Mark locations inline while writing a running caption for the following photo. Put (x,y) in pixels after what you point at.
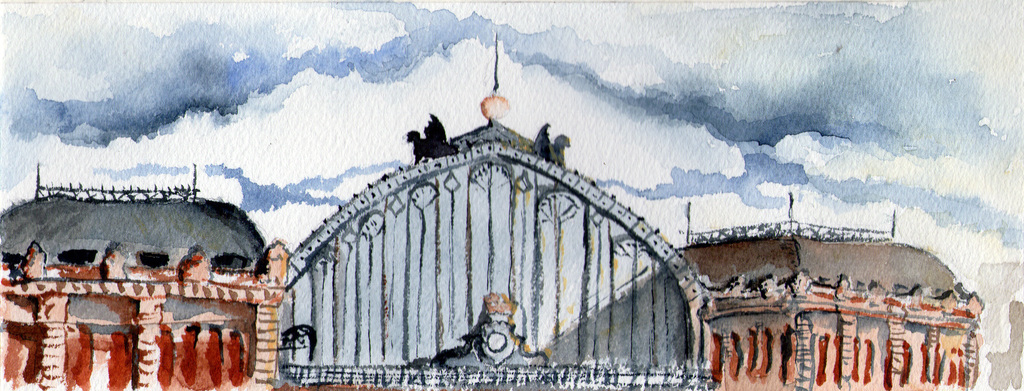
As we can see in the image there is drawing of buildings (495,357), sky (763,84) and clouds (680,84).
